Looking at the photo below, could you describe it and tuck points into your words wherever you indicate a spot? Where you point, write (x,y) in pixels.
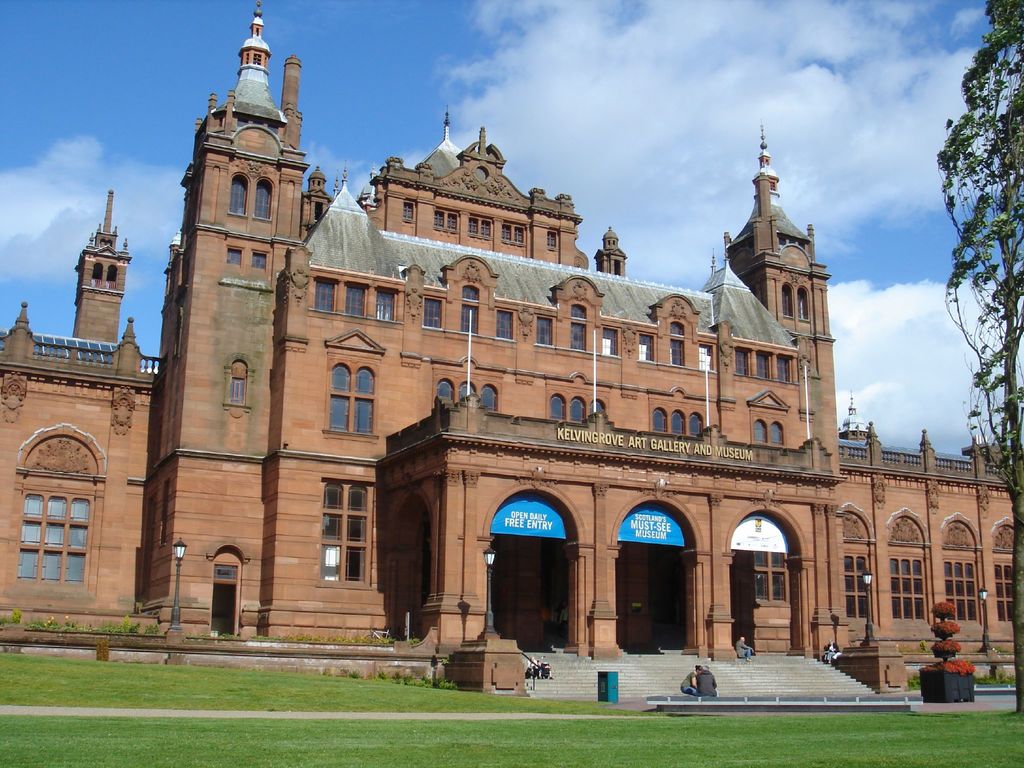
This picture is clicked outside. In the foreground (967,738) we can see the green grass (915,745), plant (939,686), tree (1014,388), lights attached to the poles (985,614). In the center (641,361) there is a building (795,611) on which a text (560,434) is written and we can see the stairs (650,661) and some persons (713,678). In the background (403,97) there is a sky (458,60) with the clouds (637,72).
